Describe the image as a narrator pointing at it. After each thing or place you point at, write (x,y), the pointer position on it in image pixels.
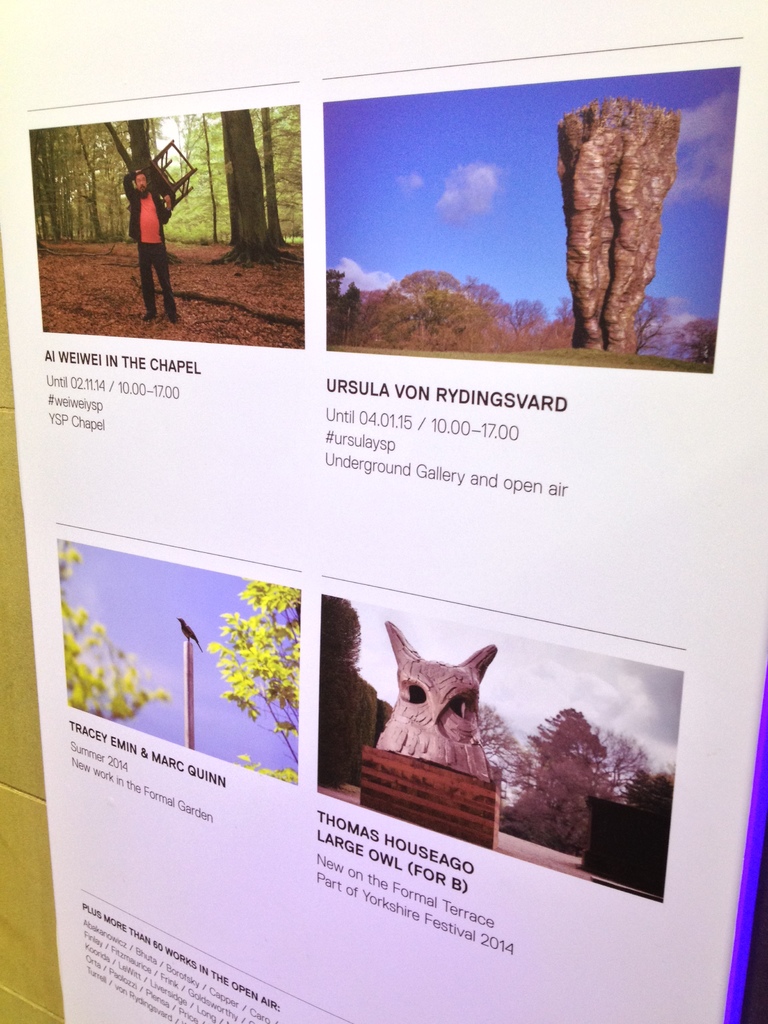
In this image there is a display board (348,536) on the wall (41,906) with photographs (194,702) and text (367,453) on it.
